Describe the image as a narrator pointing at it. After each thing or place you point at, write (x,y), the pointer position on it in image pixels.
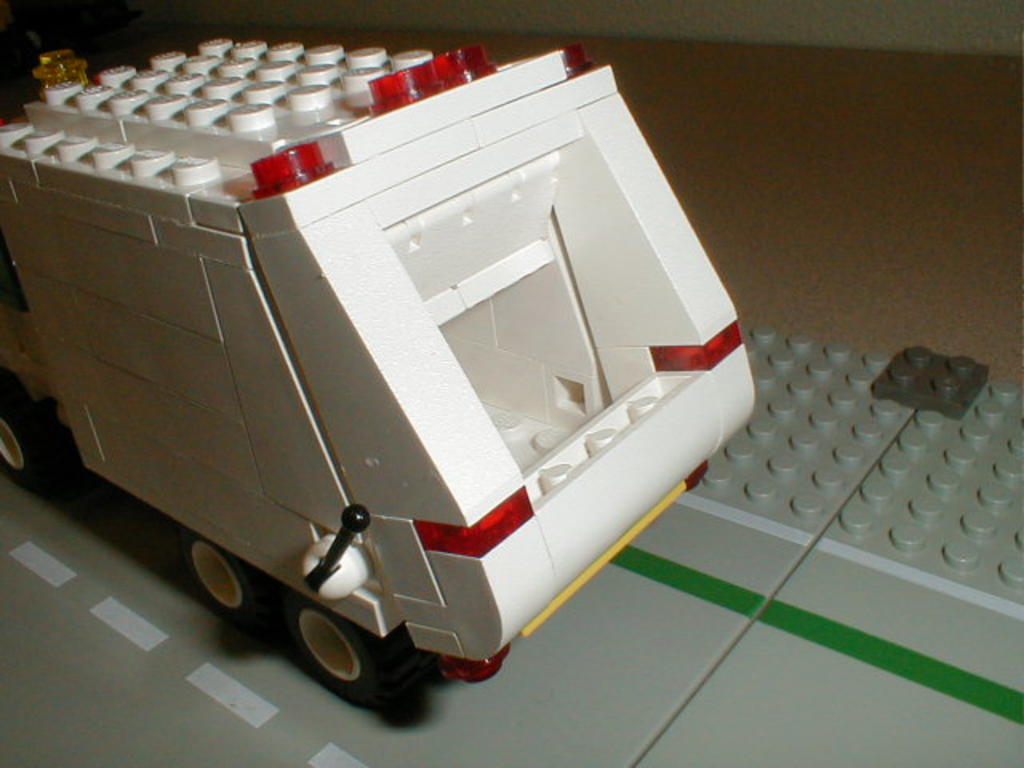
In this image we can see an object (596,414) looks like a lego toy (517,392) on the floor (842,210).
